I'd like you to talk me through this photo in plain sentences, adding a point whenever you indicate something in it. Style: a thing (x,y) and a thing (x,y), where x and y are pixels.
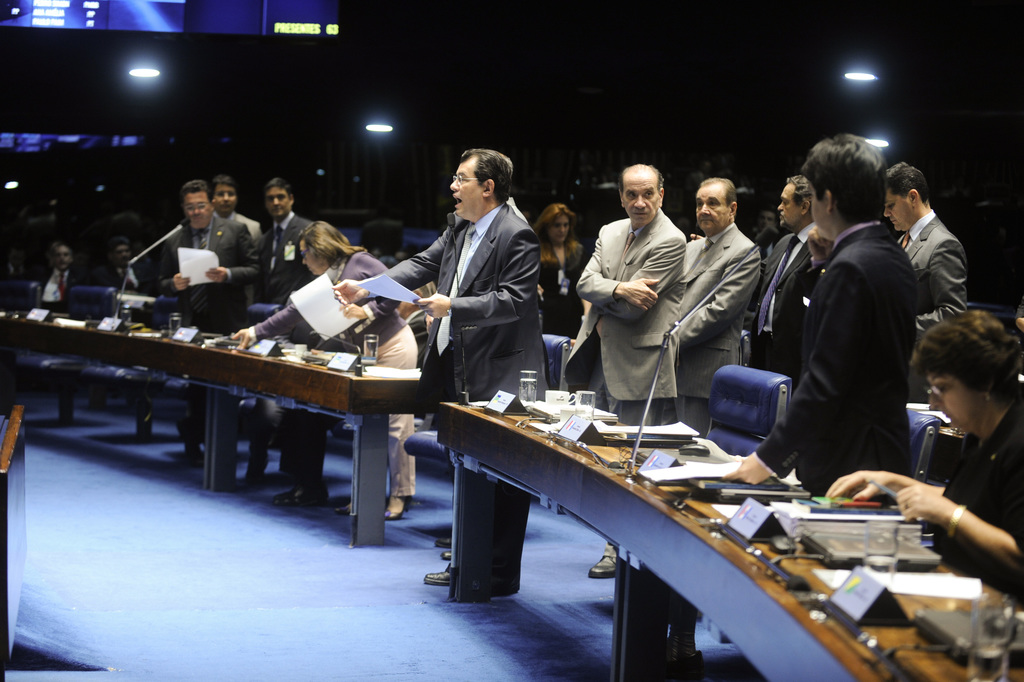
In the image there are many men (419,261) in standing in suits (694,377) in front of table (377,506) with mics (116,316), papers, glasses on it, this is clicked in a conference room (197,122).
